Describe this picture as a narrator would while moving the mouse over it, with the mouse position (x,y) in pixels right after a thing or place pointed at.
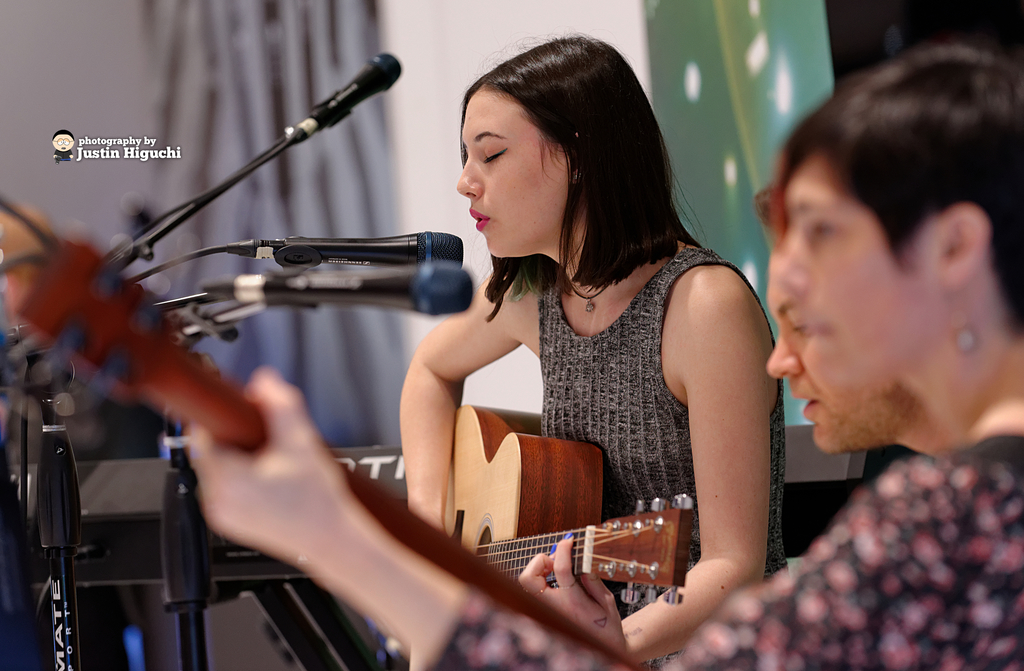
In this image in the middle (556,337) there is a woman (578,402) she wear black dress (616,410) she is playing guitar (599,528) and singing in mic (411,255), her hair (587,163) is short. On the right (813,330) there are two people (900,346). On the left (331,248) there are many mics (275,280).
